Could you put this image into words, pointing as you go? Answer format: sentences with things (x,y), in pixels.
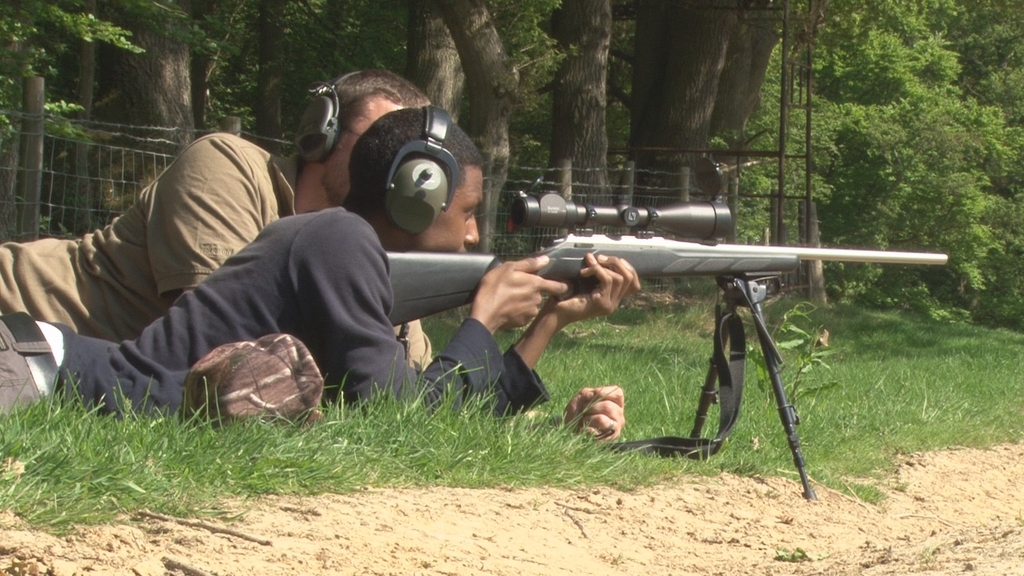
In this picture we can see two persons (382,236) are laying on the grass (420,452), and they wore headphones (407,196), in this we can see a man (441,236) is holding gun (479,257) in his hands (597,293), in the background (107,169) we can find fence (694,185) and trees (717,90).
